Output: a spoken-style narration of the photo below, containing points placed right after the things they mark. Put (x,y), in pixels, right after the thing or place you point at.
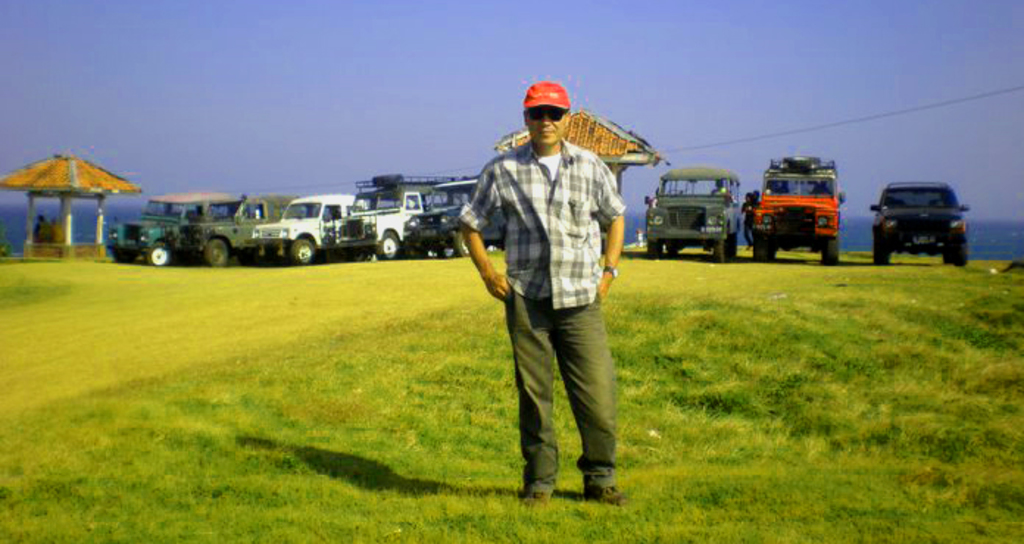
In this picture we can see a man (547,369) wore cap (553,98), goggle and standing on the ground (362,366), vehicles (202,220), sheds (41,179) and in the background (143,198) we can see the sky (404,133).
